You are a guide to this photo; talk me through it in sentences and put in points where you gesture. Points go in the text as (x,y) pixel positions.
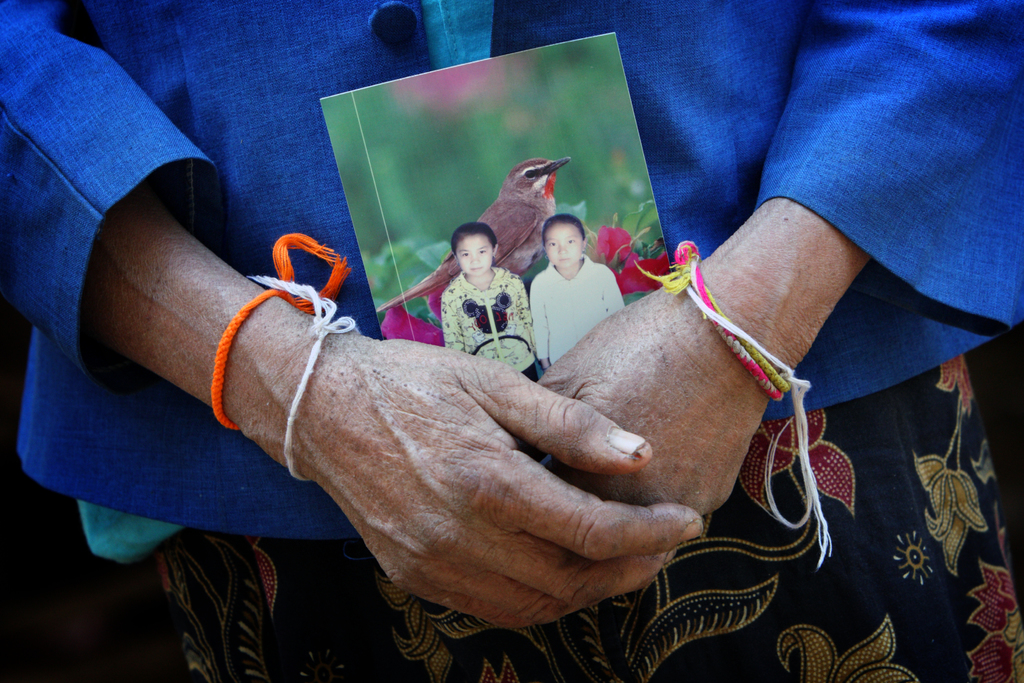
In this image there is a person (795,154) holding the photograph (517,242). In the photograph (486,260) there are two people (555,307). Behind them there is a bird (502,223) on the plant (607,251).
